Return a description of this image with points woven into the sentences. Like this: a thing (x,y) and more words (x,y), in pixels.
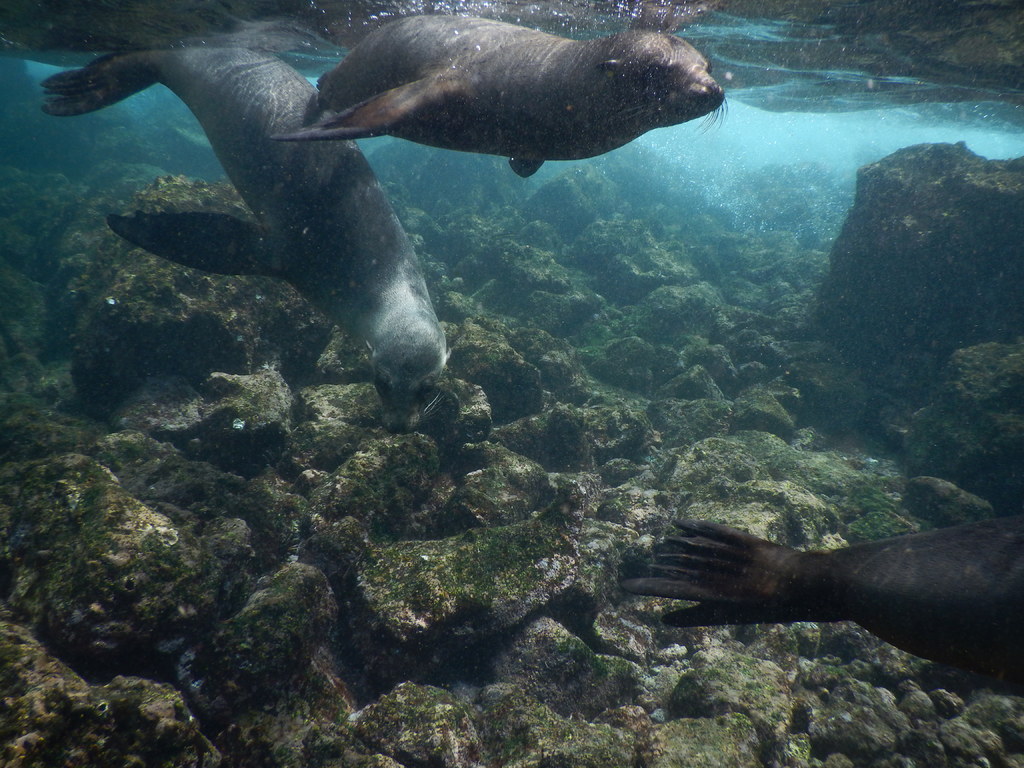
In this picture I can see the sea lions (563,122) who are swimming in the water (599,194). At the bottom (562,608) I can see the grass (524,527) and stones (392,555).
